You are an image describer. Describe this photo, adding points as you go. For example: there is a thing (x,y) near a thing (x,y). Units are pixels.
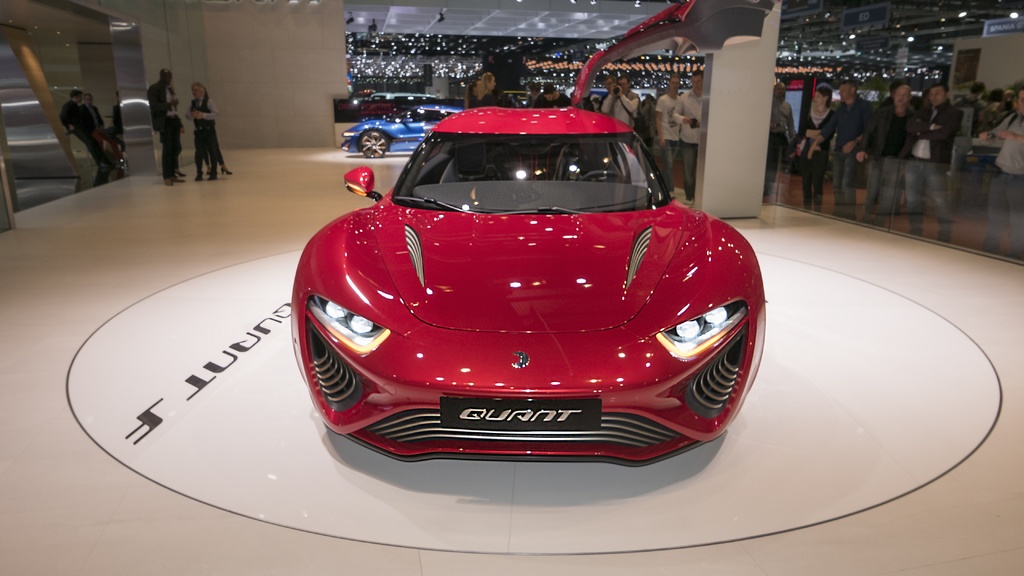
In this image I can see a red colour car (400,198) in the front (578,411) and on the front side of the car (482,389) I can see something is written. On the left side of this image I can see something is written on the floor (263,367). In the background (391,129) I can see few vehicles (406,132), number of lights (381,64) and I can also see number of people (675,79) are standing. On the top right side of this image (991,33) I can see a blue colour board (994,22) and on it I can see something is written.
